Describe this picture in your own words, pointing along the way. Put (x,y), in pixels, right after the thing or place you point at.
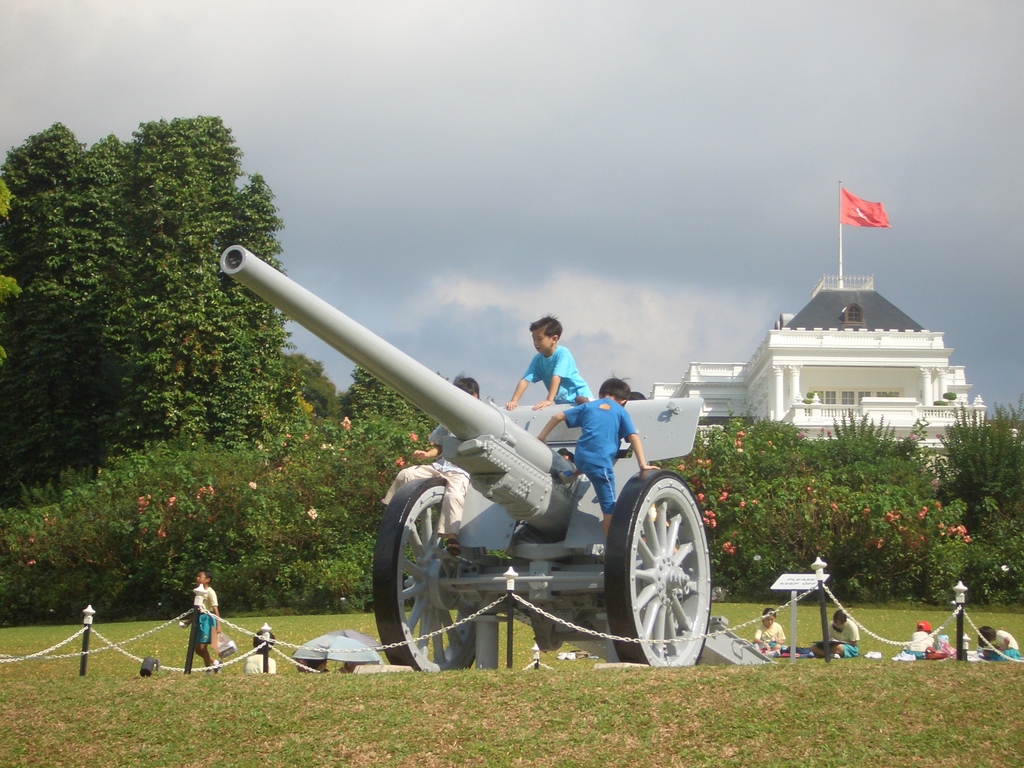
In the image we can see there are kids (573,391) sitting on the war equipment (552,526) and there are other people (914,650) standing on the ground (412,677). The ground (598,691) is covered with grass (689,692) and behind there are buildings (859,334).
